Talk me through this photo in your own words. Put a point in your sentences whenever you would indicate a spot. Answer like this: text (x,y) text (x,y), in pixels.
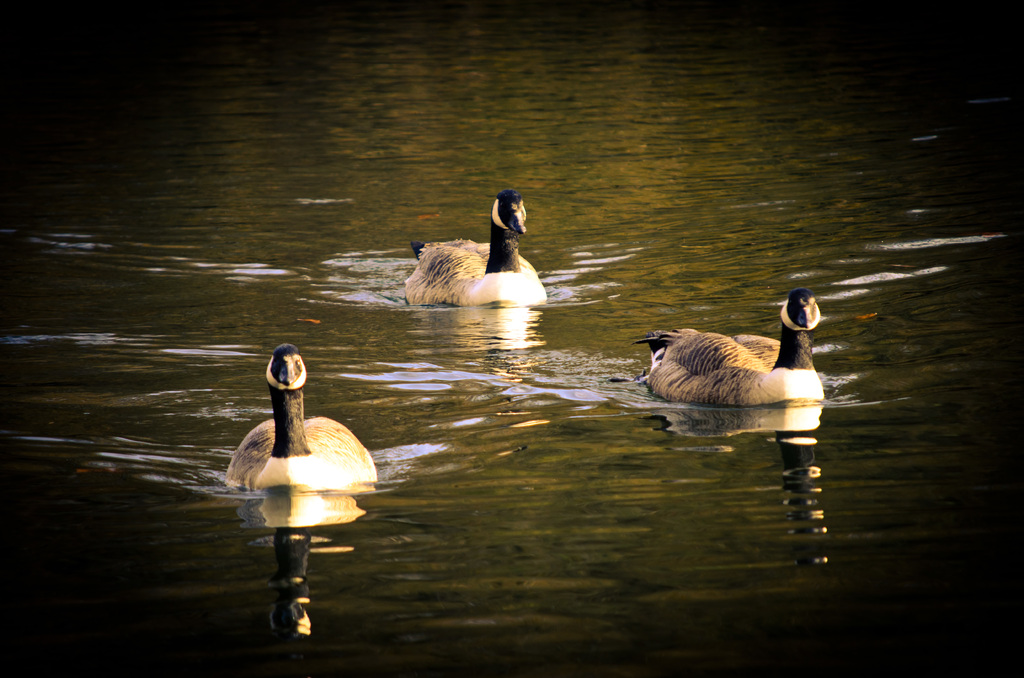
In the image we can see there are three geese (322,480) swimming in the lake (504,340).
